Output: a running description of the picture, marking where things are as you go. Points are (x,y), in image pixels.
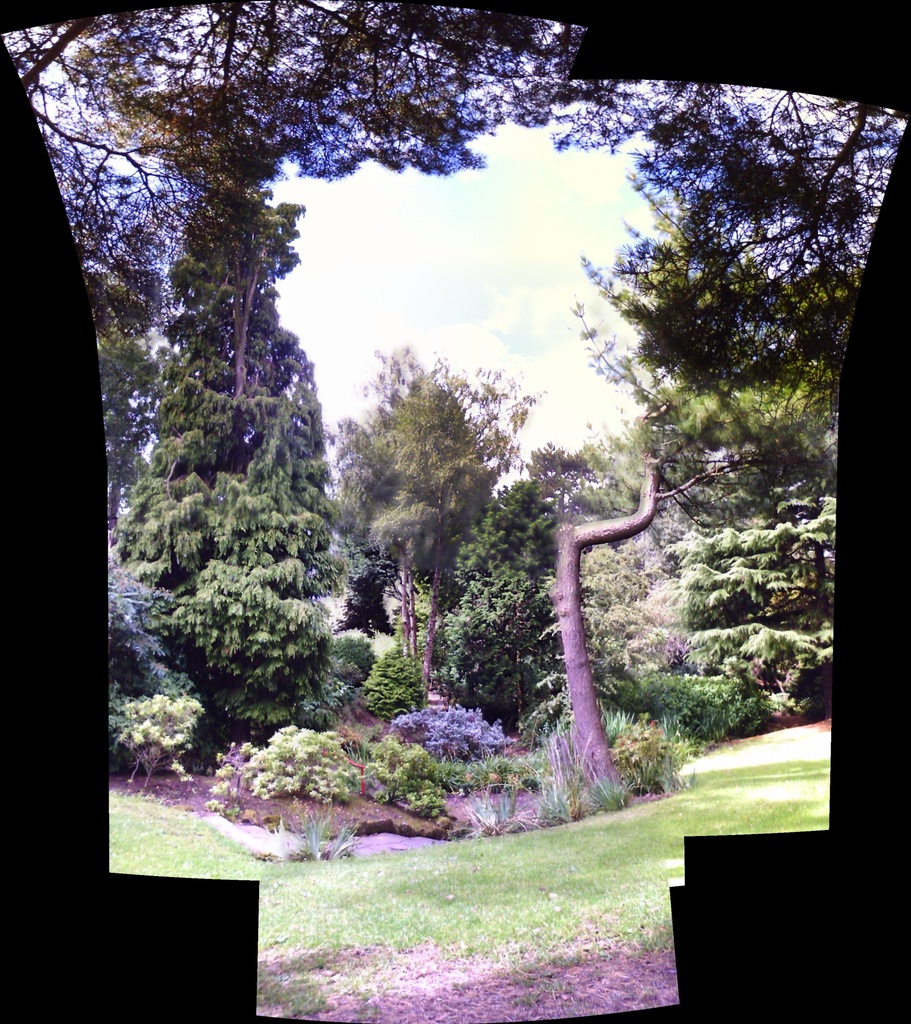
In this image I can see few trees (227,591) and plants (611,803) in green color. In the background (571,228) the sky (554,250) is in blue and white color.
